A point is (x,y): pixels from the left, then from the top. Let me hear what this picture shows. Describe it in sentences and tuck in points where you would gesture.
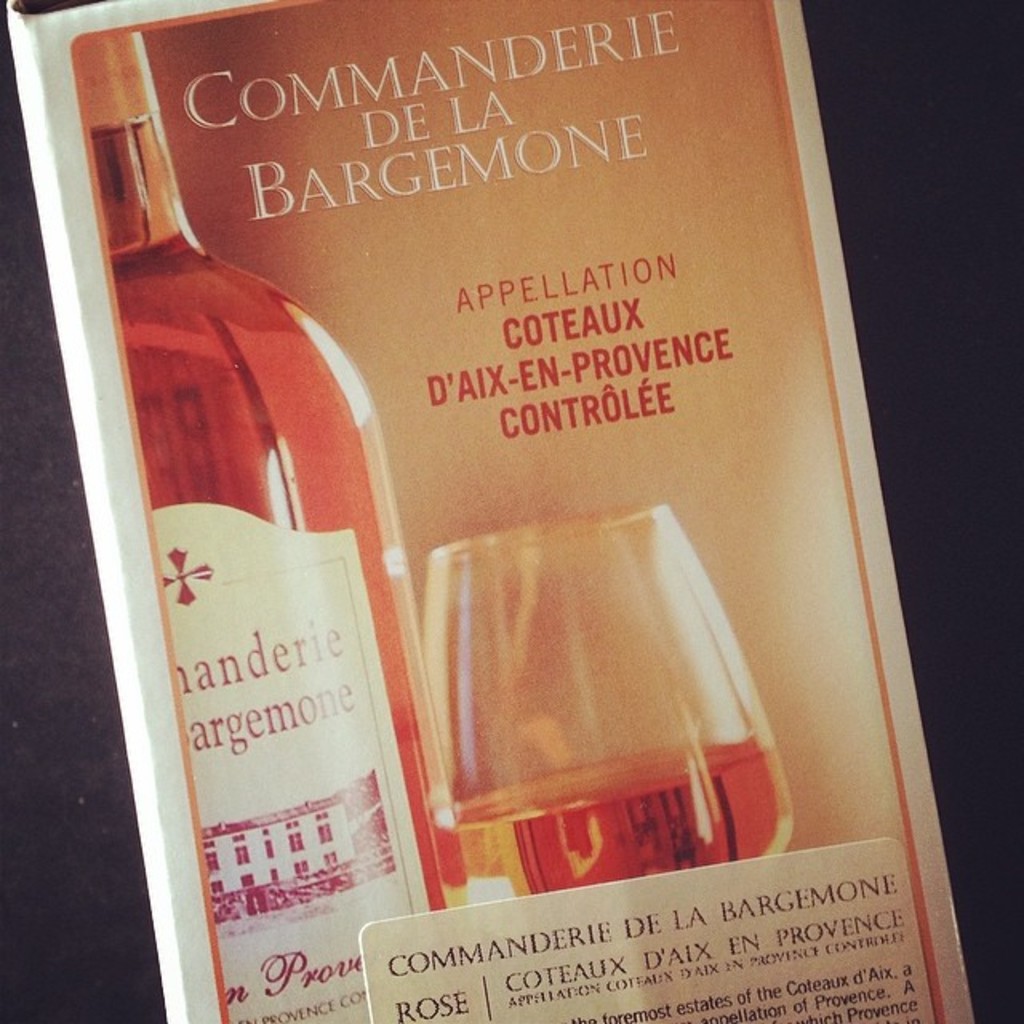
In this image i can see a cardboard box (346,530) on which it is written something.
